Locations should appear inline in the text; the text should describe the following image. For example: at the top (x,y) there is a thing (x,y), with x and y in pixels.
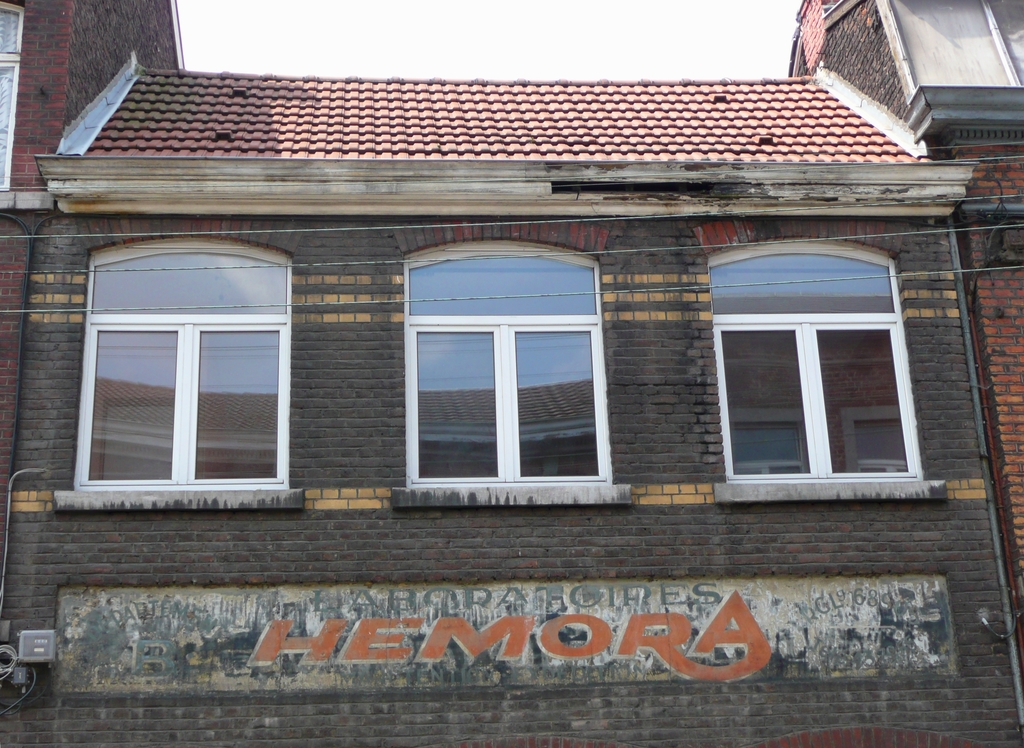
In this image, we can see a building (272,445) with windows (776,421). We can see the wall (598,575) with some text (427,607) and objects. There are a few wires (66,273). We can see the sky (554,78).
